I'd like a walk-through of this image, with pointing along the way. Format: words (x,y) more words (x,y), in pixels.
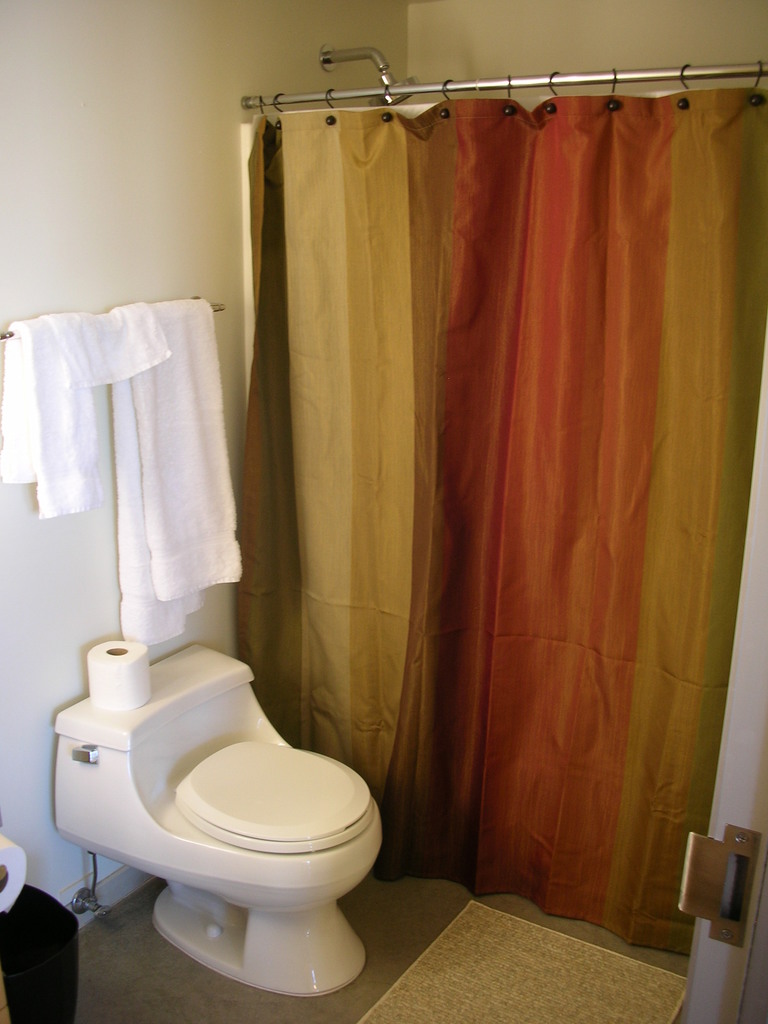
This picture shows the inner view of a room (93,98), one shower (378,59), one towel rod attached to the wall (223,96), one object (94,897) attached to the wall (85,879), few objects (50,937) on the bottom left side of the image (53,940), one curtain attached to the rod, three towels (4,405) on the towel rod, one mat (475,966) on the floor (410,910), one door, one paper roll (122,646) on the western toilet (114,770).
